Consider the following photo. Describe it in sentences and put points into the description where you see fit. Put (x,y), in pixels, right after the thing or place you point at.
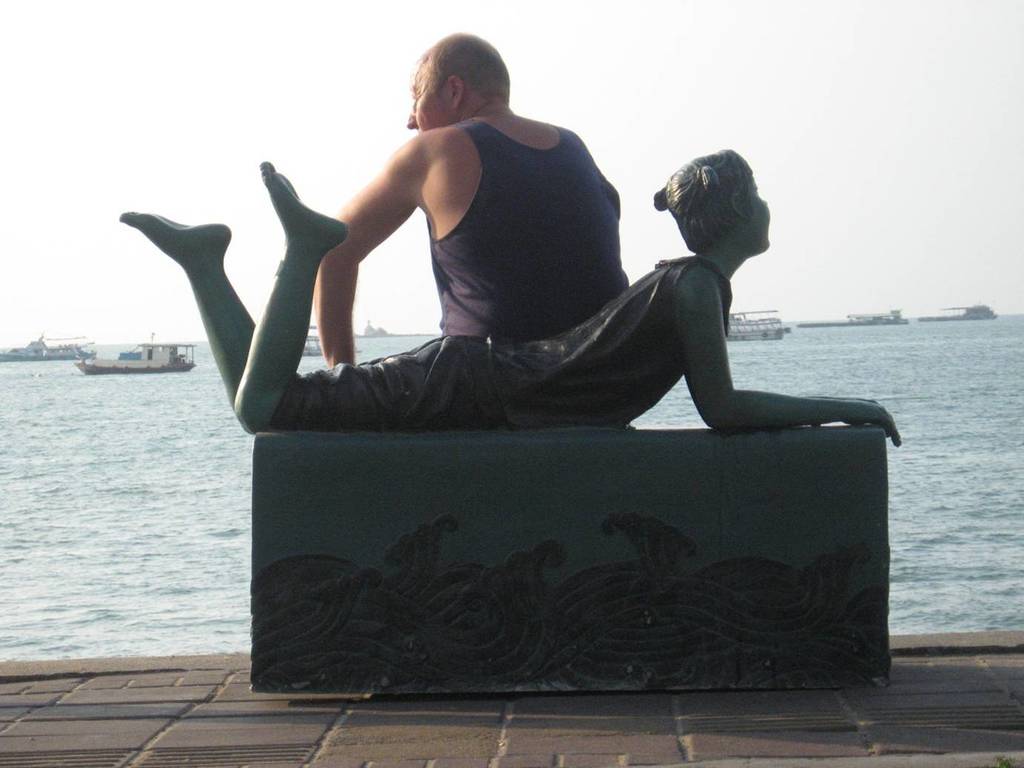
In this image I can see a person (477,295) sitting on the statue (476,354) of the lady (540,370) and the lady statue (489,411) visible on the bench (854,500), at the top (760,191) I can see the sky (941,118) and in the middle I can see the lake (188,426), on the lake (112,501) I can see boats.
